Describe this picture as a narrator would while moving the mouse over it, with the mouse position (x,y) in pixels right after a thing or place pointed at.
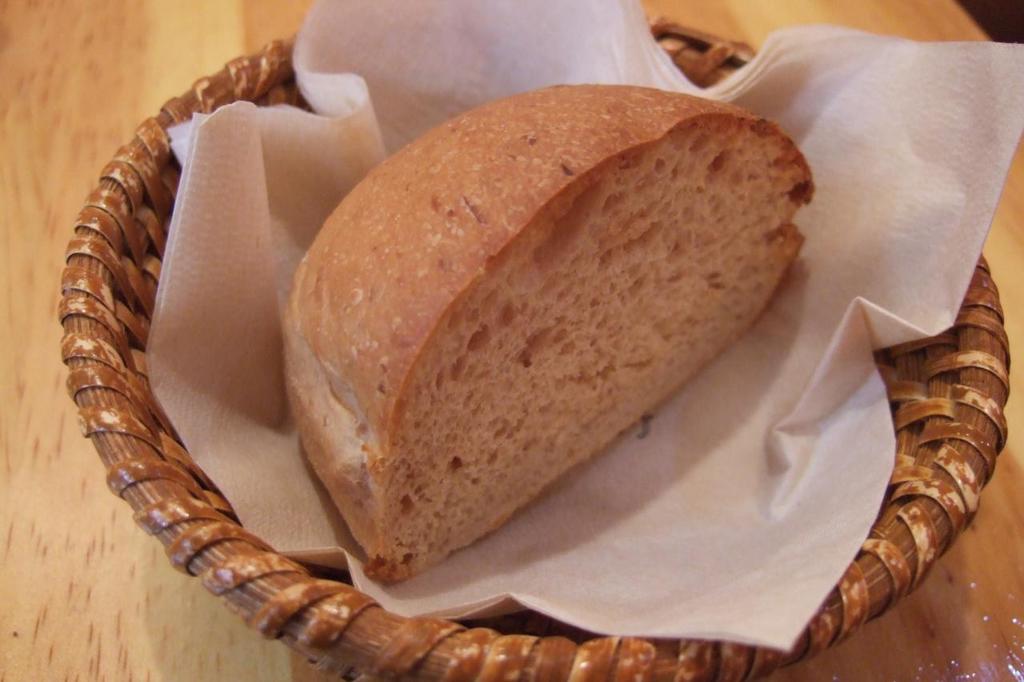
In this image I can see the cream colored surface (89,50) and on it I can see a wooden basket (124,497) which is brown in color and in the basket (124,497) I can see a tissue (737,499) which is white in color and a piece of bread (597,264) which is brown and cream in color.
